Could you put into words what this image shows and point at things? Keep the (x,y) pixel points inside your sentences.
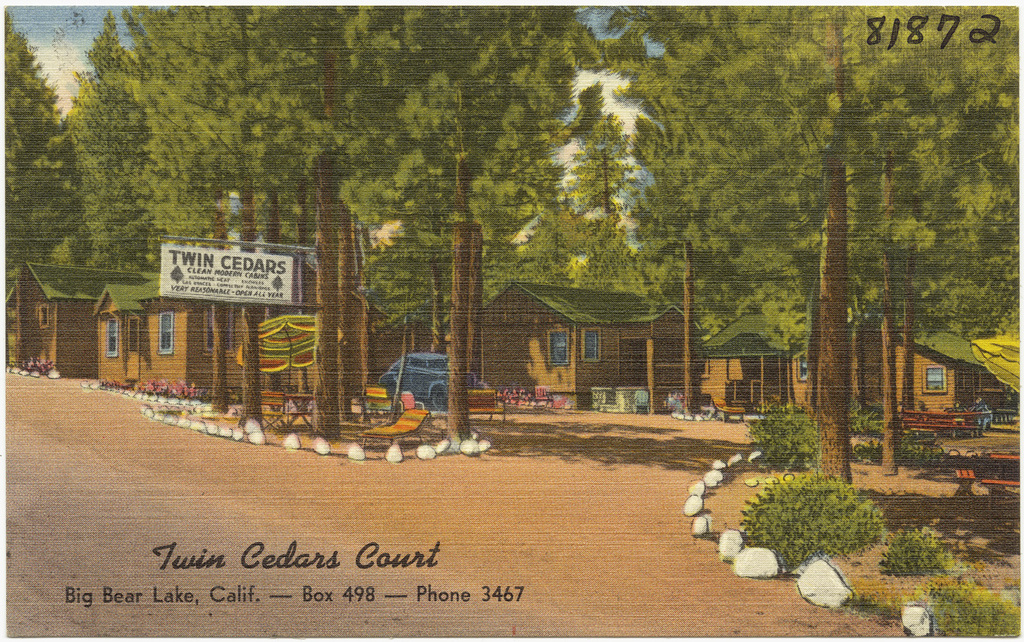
In this image I can see houses (583,356), trees (450,51), windows (561,338) and table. I can see blue car (425,376) and umbrellas (295,348) on the road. I can see white color signboard (249,270). The sky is in blue and white color.
